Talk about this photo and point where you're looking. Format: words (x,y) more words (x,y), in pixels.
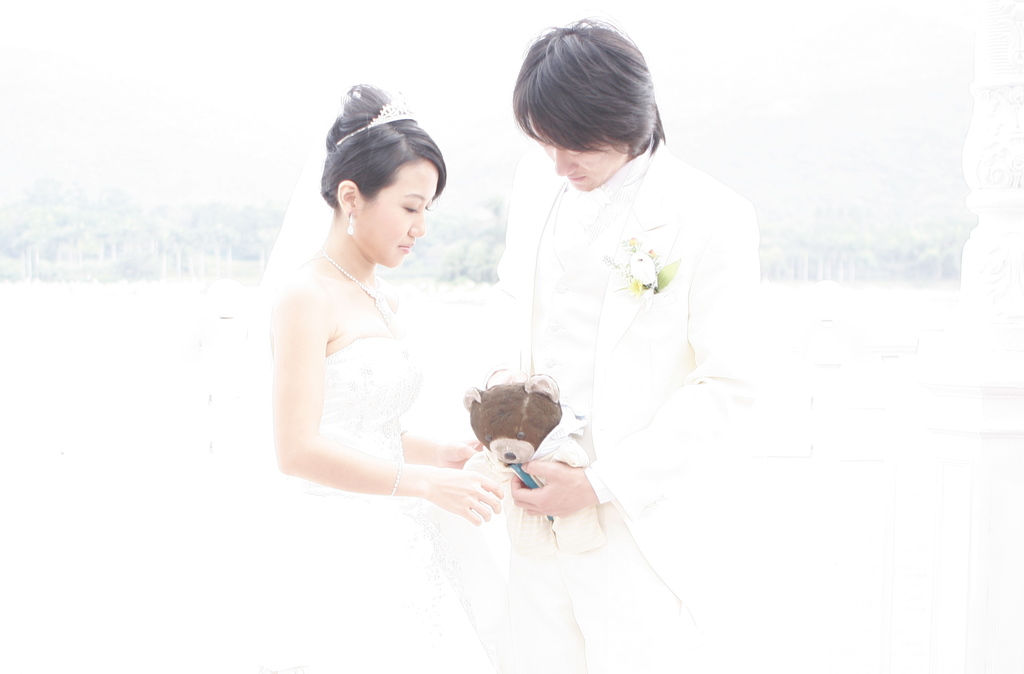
This image is taken outdoors. This image is an edited image. In the background (201,243) there are many trees (892,251). On the right side of the image (983,182) there is a pillar (985,234). In the middle of the image (575,353) a man (550,481) and a woman (349,437) are standing and a man (540,468) is holding a teddy bear (528,451) in his hands (567,485).
